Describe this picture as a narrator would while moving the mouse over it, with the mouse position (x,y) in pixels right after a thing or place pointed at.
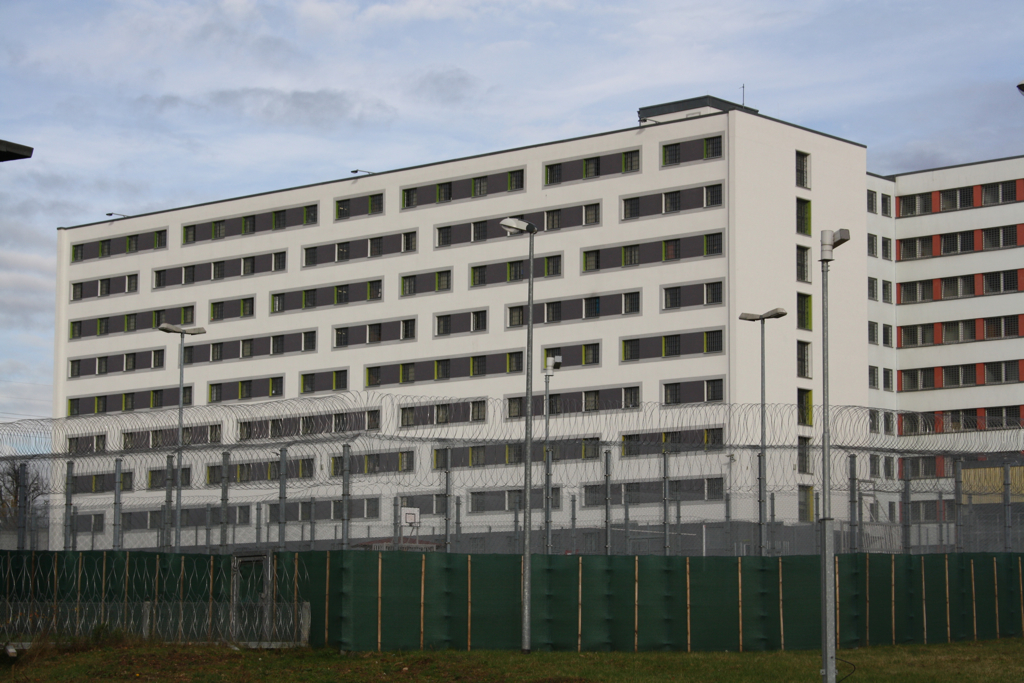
In this picture I can see a building (679,346), there are poles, lights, there is electric wire fence (539,451), grass (888,660), and in the background (461,86) there is sky (546,86).
